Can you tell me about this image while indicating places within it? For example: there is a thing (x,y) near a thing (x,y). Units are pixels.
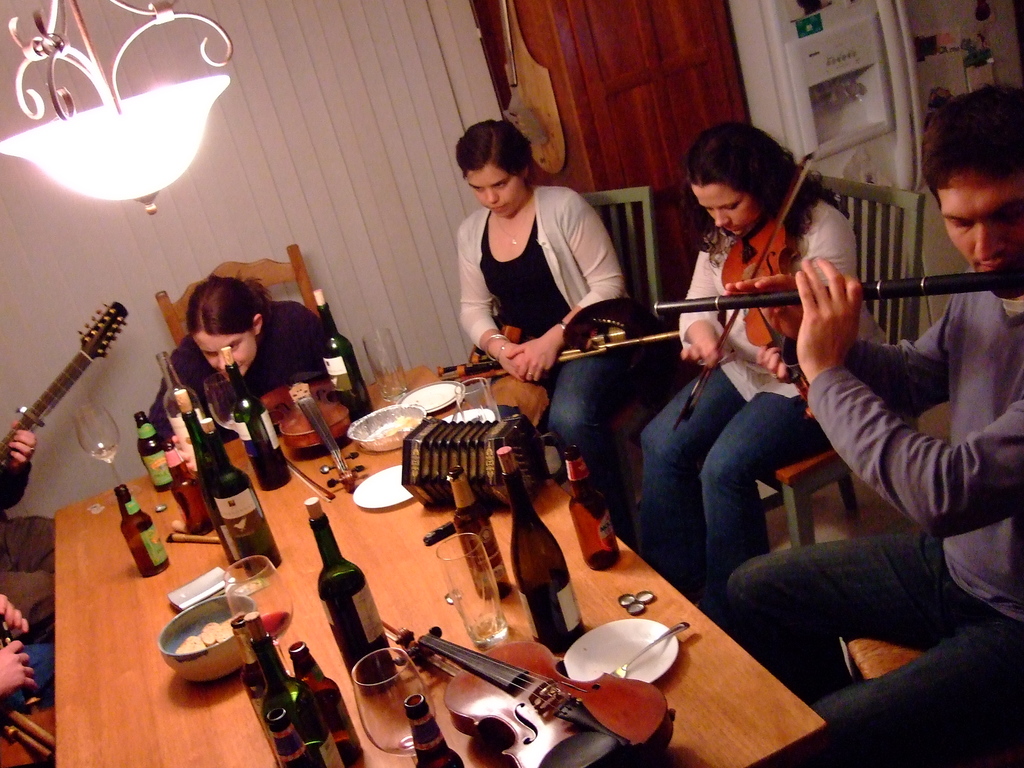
Here we can see four persons (741,426) are sitting on the chairs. he is playing flute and she is playing a violin (786,270). This is table (122,714). On the table (178,746) there are bottles (322,715), glasses (383,680), bowl (181,625), violin (513,655), and a plate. This is light (85,54) and there is a door (621,57).
